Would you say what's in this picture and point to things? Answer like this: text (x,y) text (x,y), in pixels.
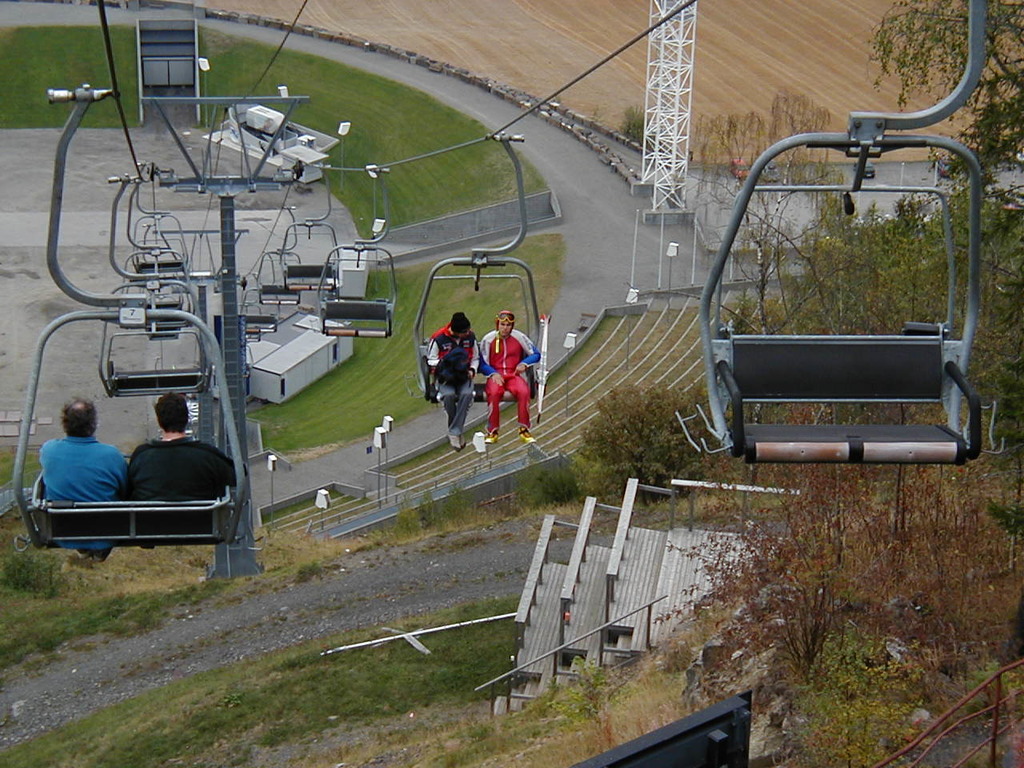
In this image I can see few cable cars (833,432) and few people (188,473) are sitting in it. I can see trees (883,410) and board (689,728).
